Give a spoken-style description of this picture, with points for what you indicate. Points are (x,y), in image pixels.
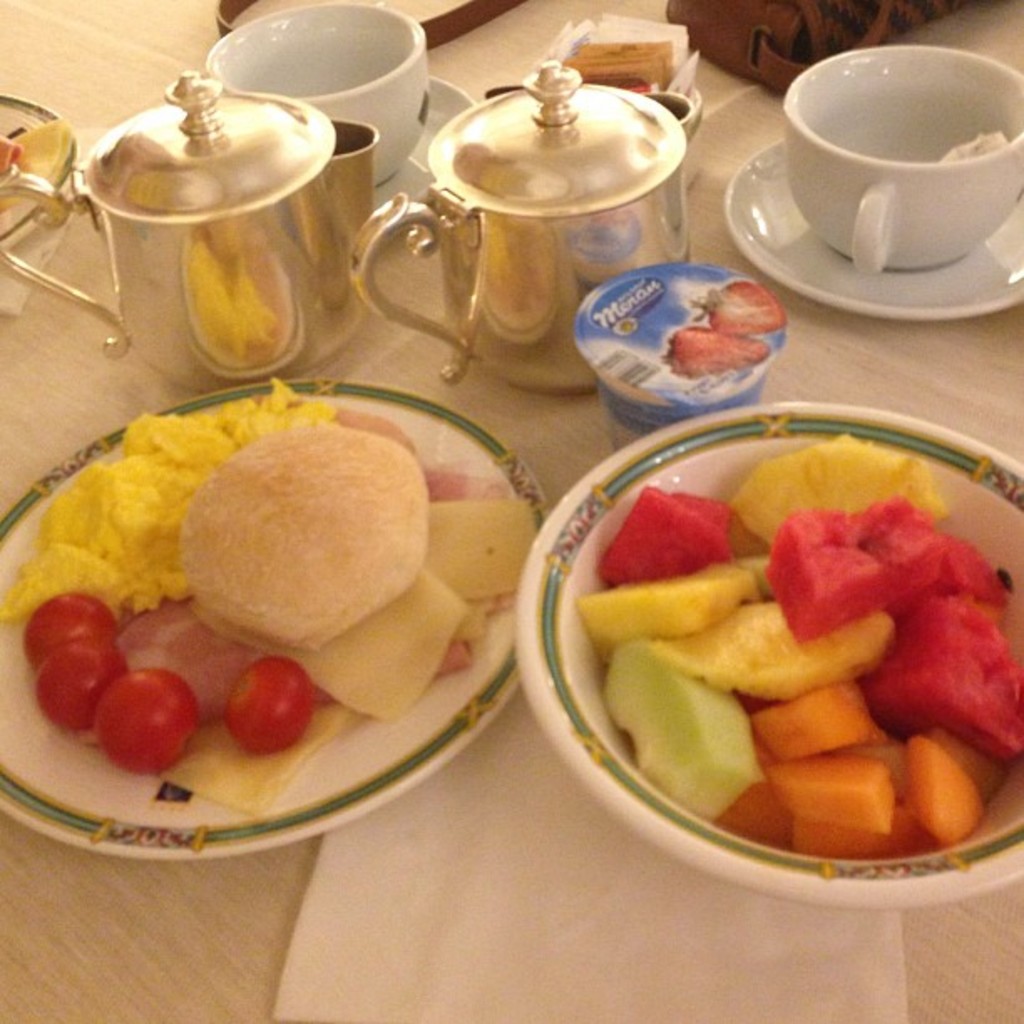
In this image cups (870,245), saucers (791,263), food items (300,593) on plates (558,645) and other objects (291,294) on a cloth-covered surface (90,915).
